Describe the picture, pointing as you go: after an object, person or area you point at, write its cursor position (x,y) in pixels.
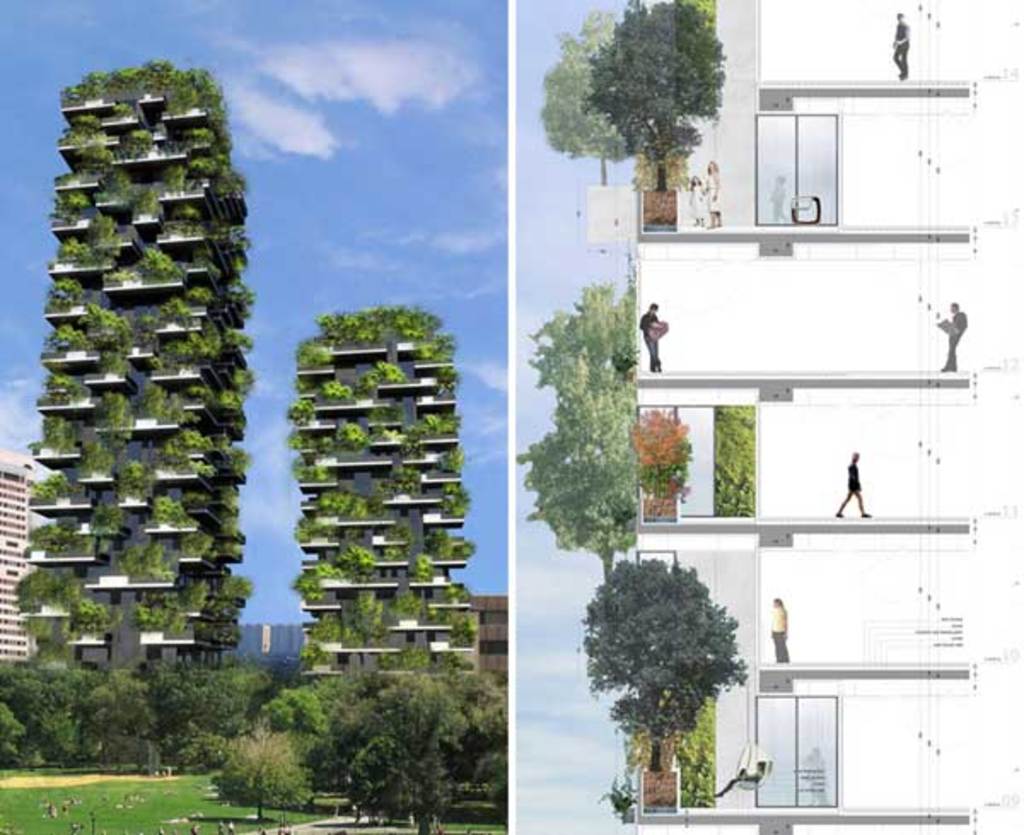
In this image I can see few trees (302,762) and grass (133,795) in green color. Background (277,621) I can see few buildings (12,577) in white and brown color, I can also see few persons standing and the sky (411,158) is in white and blue color.
